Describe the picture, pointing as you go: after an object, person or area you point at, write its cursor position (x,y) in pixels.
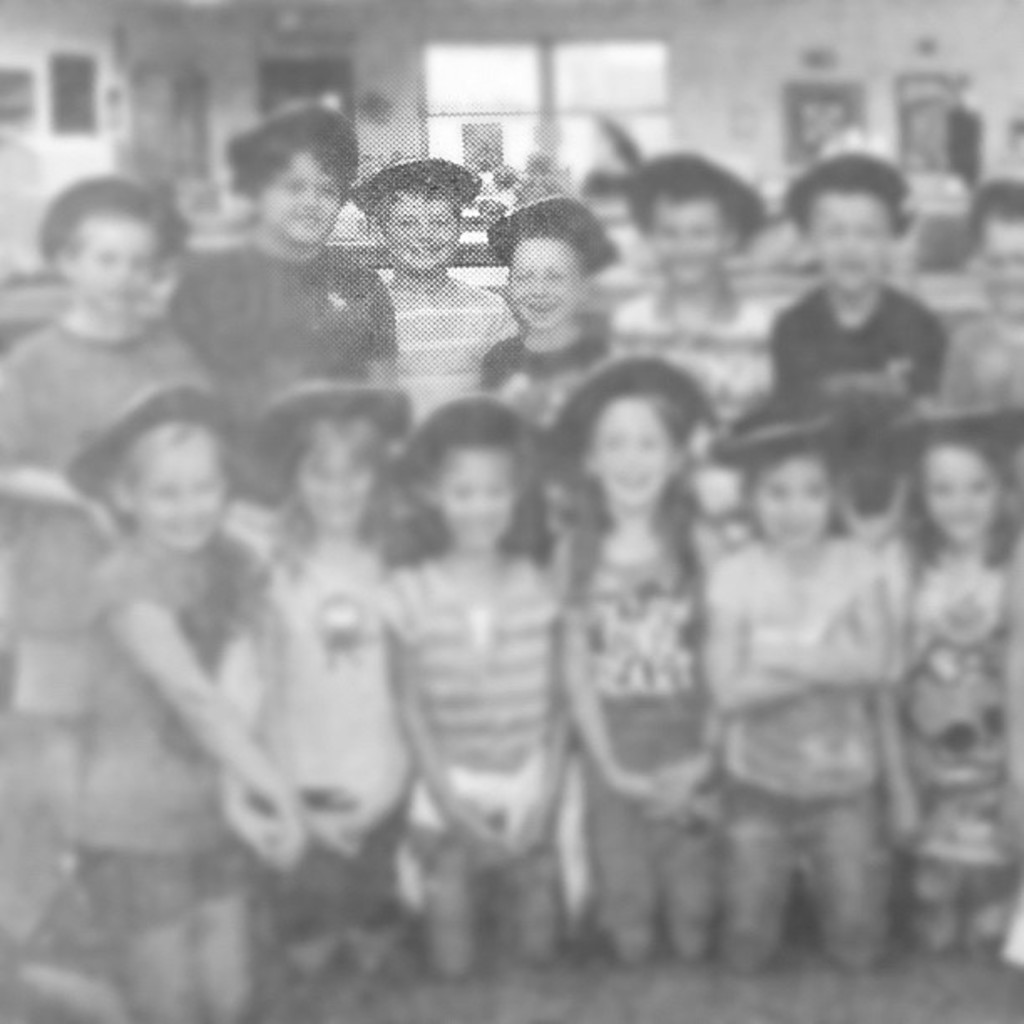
This picture is blur, we can see kids (752,742).
